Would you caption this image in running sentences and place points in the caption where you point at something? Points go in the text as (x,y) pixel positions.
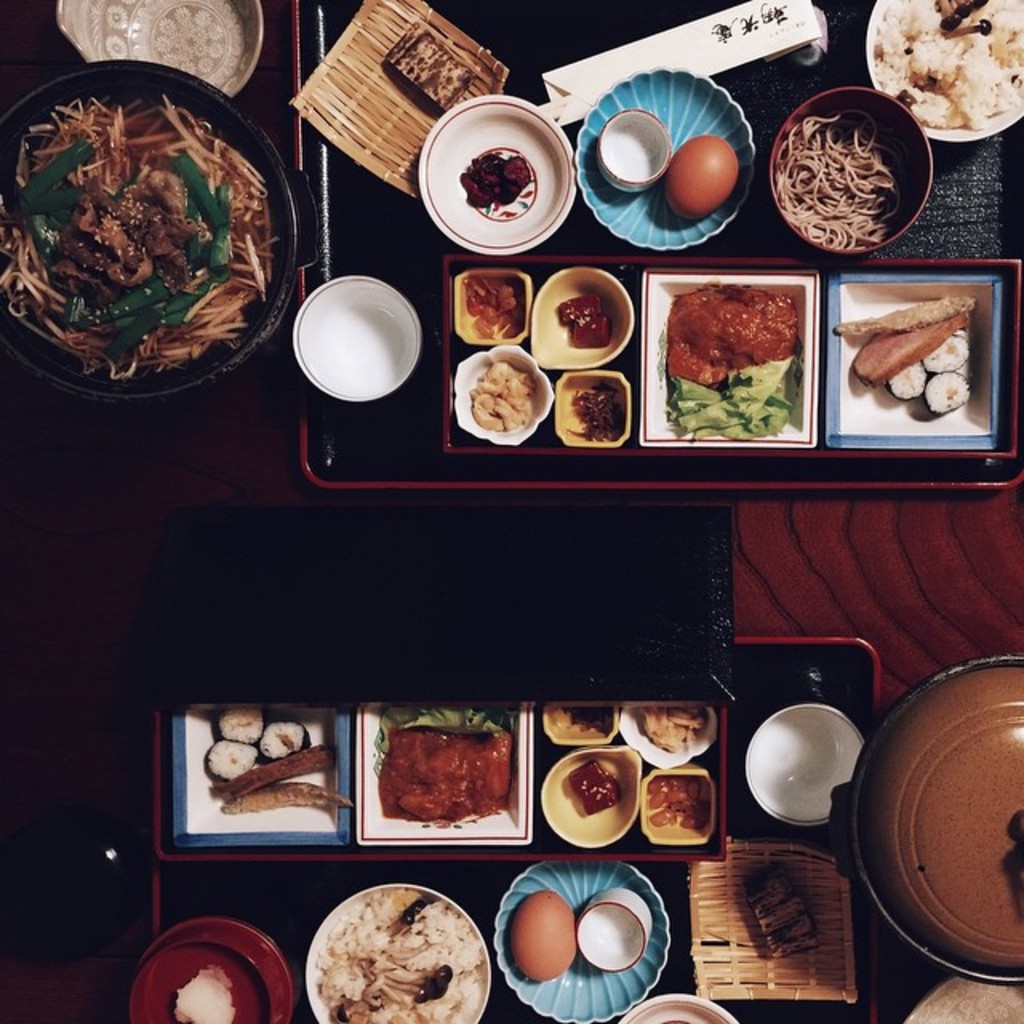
In this image I can see few food items (426,902) on the table (901,656).
